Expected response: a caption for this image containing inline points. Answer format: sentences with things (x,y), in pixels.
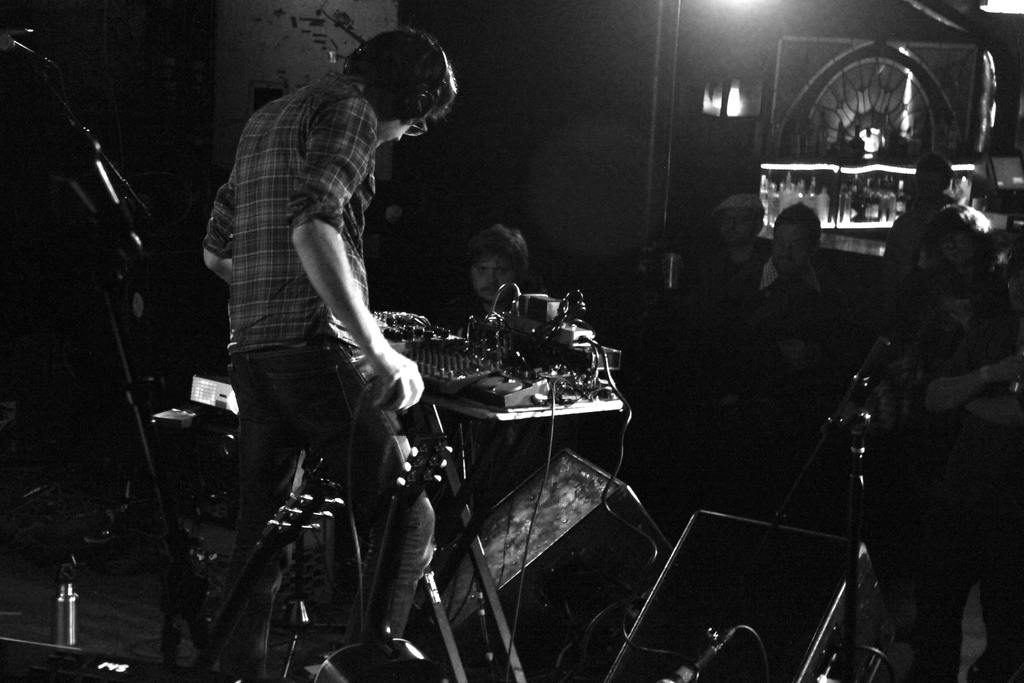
This is a black and white image. In this image we can see there are people (757,200) and musical instruments (440,362).
